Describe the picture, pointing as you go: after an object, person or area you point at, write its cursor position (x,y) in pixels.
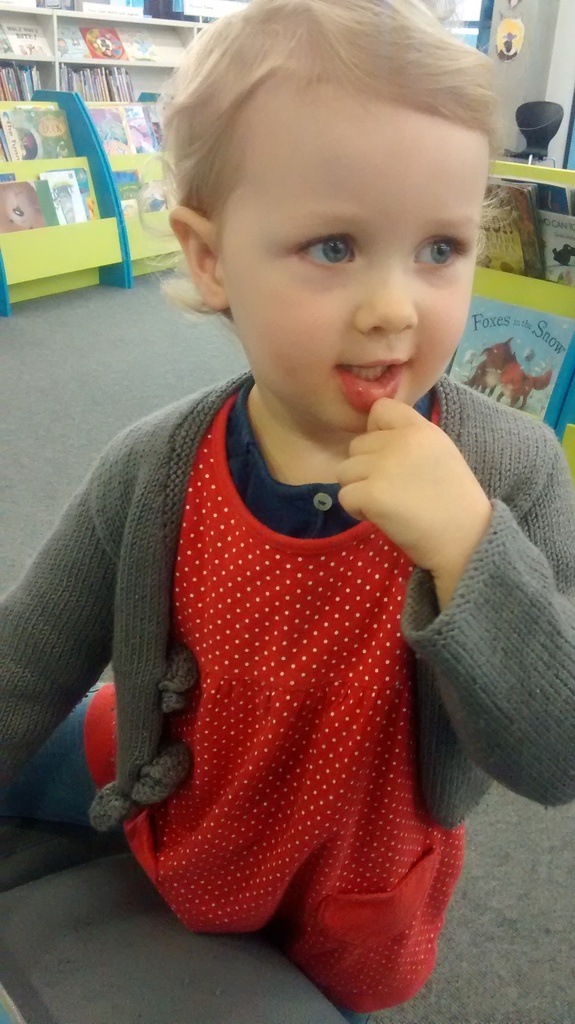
In this image there is a small child (288,520) kneeling beside the child (279,150) there are some shelves (68,66) with books (560,368).
